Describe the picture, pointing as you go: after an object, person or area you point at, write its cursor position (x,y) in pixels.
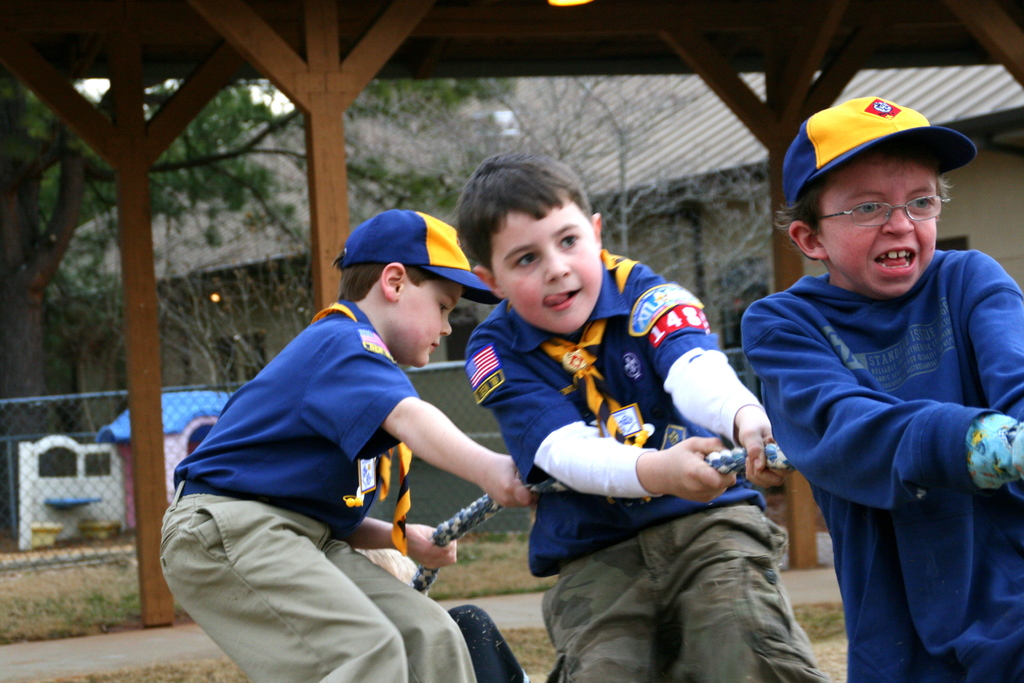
In this image I can see three people (749,361) are holding a rope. They are wearing ash (279,540), blue and yellow color dresses (612,531). Back I can see few sheds (601,31), net fencing (8,426), trees (405,196) and few objects (62,480) on the surface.
